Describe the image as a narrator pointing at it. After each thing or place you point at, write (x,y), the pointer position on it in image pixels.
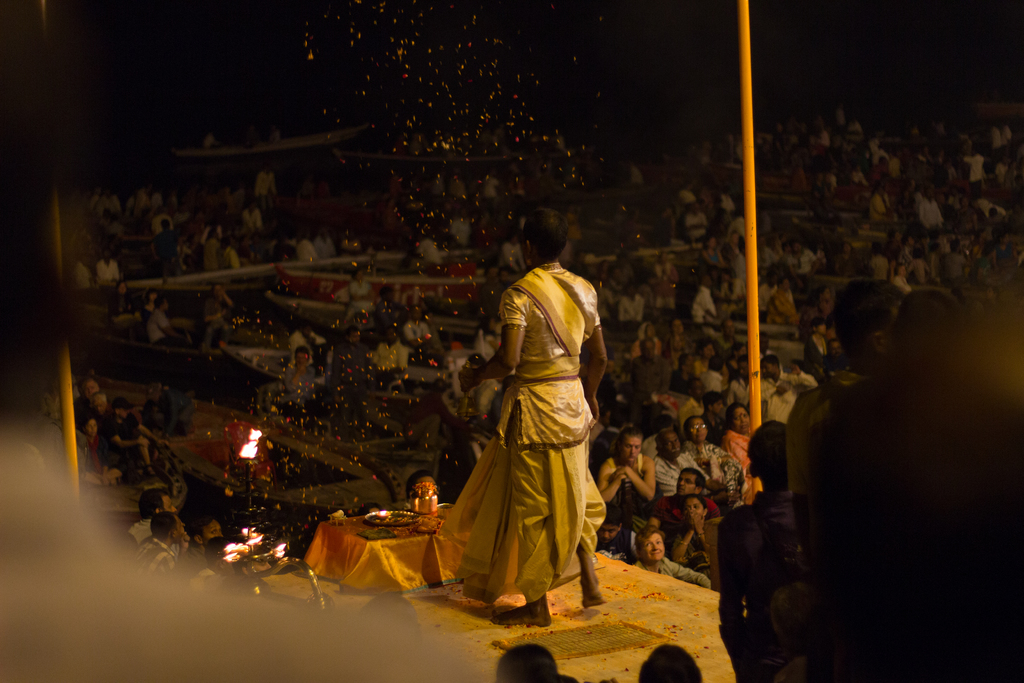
As we can see in the image there are many people (490,210) here and there, lights (266,559) and plates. The man (459,501) over here is wearing a yellow color dress (536,426). The image is little dark.
